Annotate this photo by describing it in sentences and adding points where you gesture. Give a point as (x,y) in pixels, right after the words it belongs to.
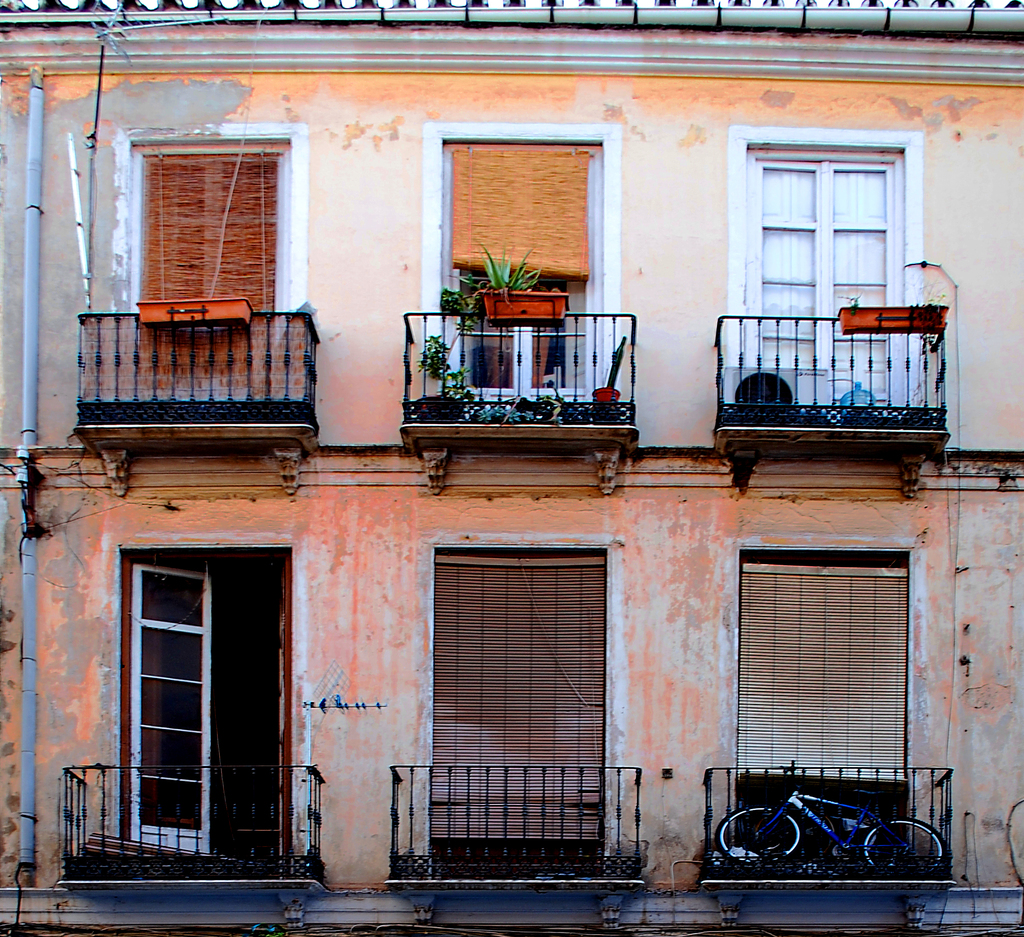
In this image we can see a building (278,641), there are some windows (571,340), window blinds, potted plants (883,328), grille (213,395), pole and a bicycle (870,844).
